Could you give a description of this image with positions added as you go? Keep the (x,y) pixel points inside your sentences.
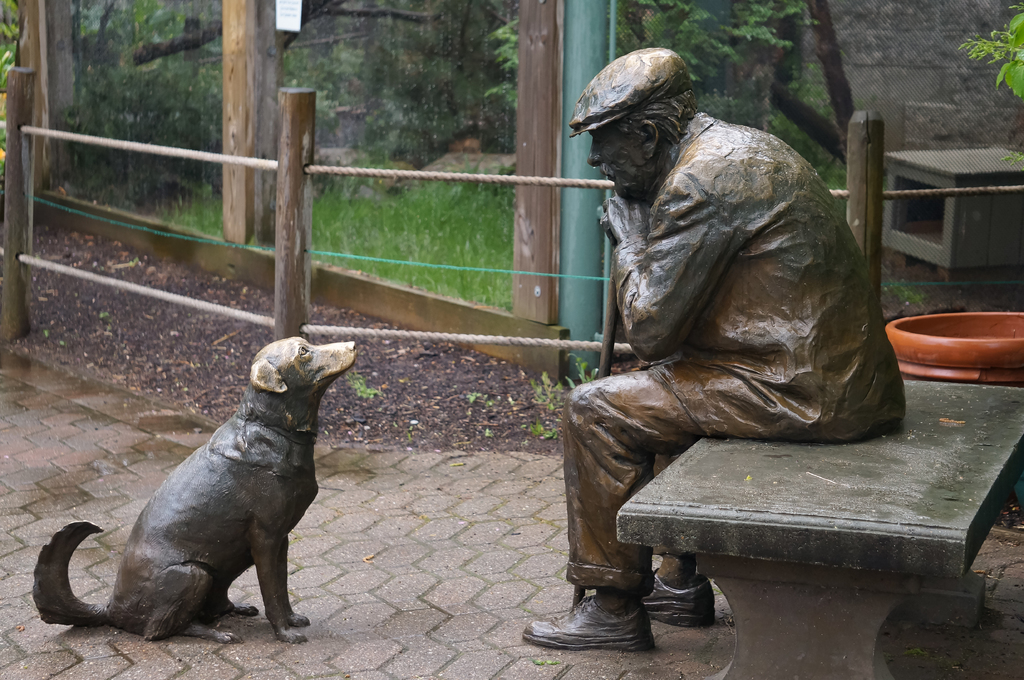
In this picture there are two statues (675,298), one statue (711,374) is a man (774,381) sitting on the bench (779,501) and another statue (273,545) is a dog (261,539) sitting in front of the man statue (778,402) and behind them there are trees (492,18) and building (897,114).
